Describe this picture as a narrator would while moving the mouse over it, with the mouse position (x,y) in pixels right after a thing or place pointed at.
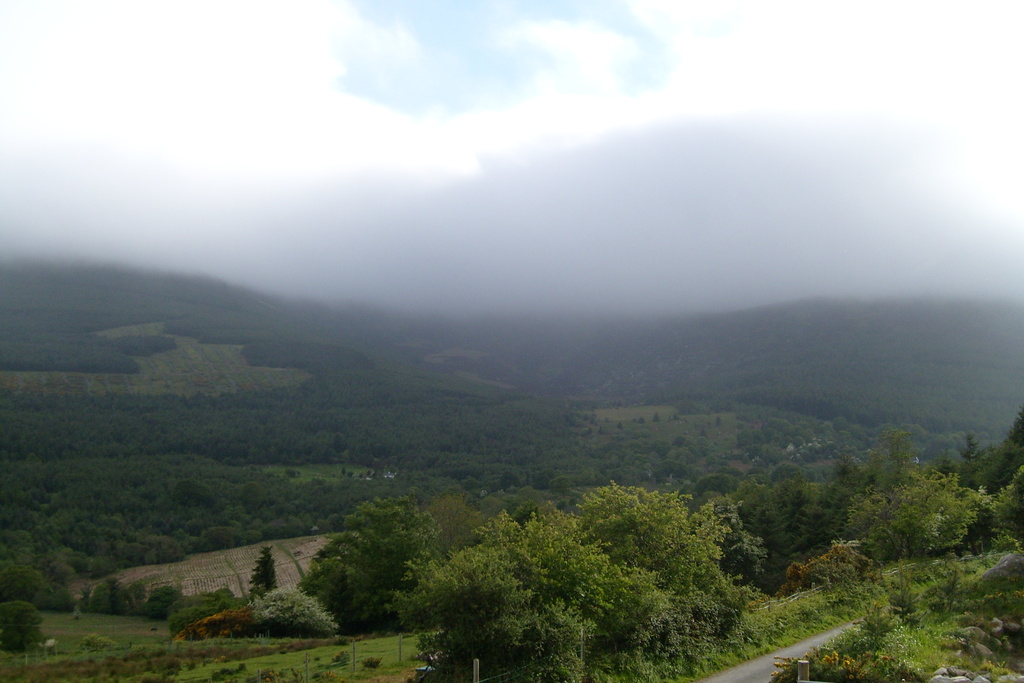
At the bottom of the picture (620,667) we can see trees (459,592), plants (792,632), fields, road (758,658) and poles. In the middle of the picture (494,349) we can see fields (69,389) and fog (732,236). At the top (97,73) there is fog (160,56).
